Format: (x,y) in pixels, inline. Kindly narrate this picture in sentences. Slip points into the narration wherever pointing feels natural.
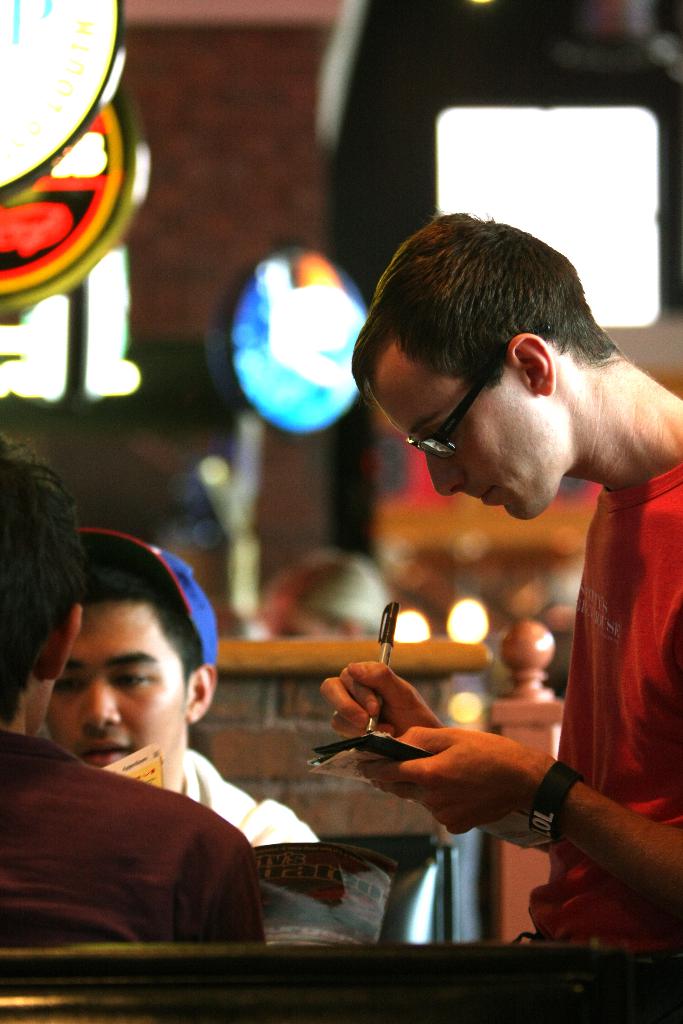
In this picture we can see people (10,827), one person (682,919) holding a book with pen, here we can see a magazine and in the background (544,853) we can see lights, wall (521,17) and some objects (547,718).
